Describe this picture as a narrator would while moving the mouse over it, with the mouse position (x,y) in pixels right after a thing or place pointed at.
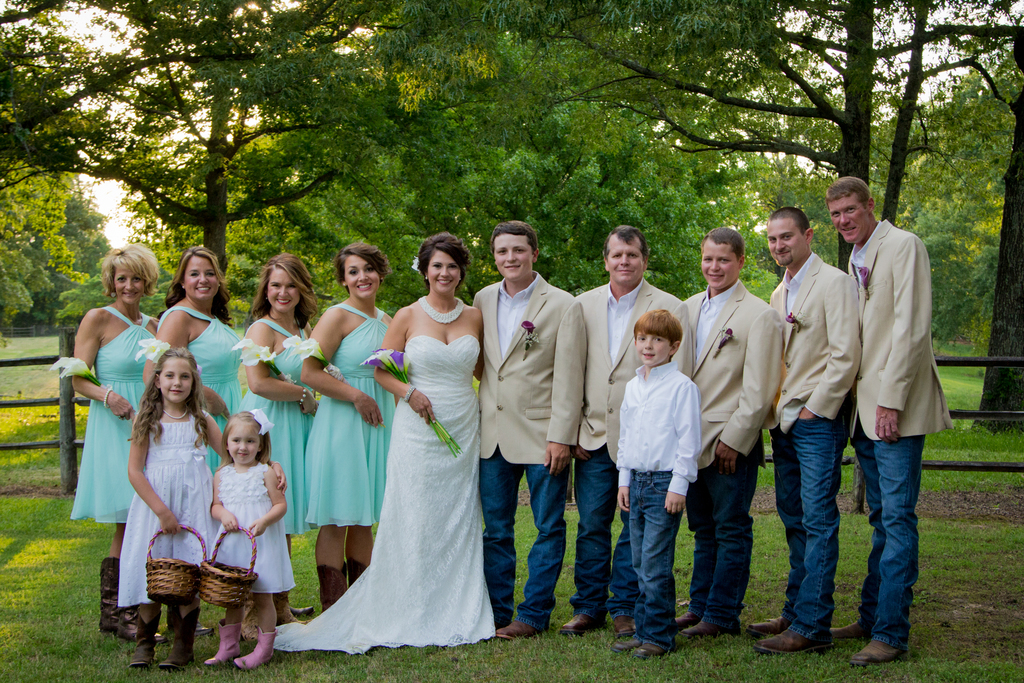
In this image we can see a few men (729,365) and a few women (405,413) and two girls (238,484) and a boy (672,515) are standing on the grass (629,658) and smiling. In the background (360,190) we can see many trees (942,110). We can also see the fence (67,452) in the image.
